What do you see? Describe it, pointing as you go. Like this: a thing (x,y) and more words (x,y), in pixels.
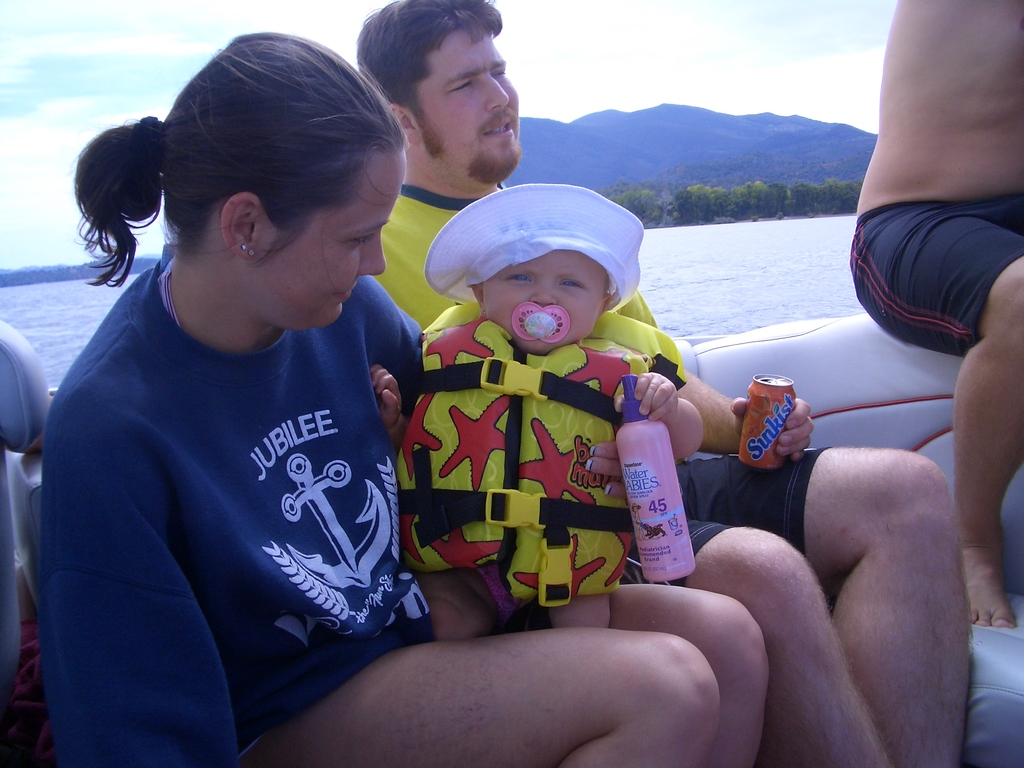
In this image I can see group of people (758,535) sitting in the boat (898,431) and the boat (865,416) is on the water (788,261). In front (175,568) the person (310,495) is wearing blue color shirt (205,544). In the background (825,184) I can see few trees (691,195) in green color, mountains (674,123) and the sky (697,77) is in blue and white color.
